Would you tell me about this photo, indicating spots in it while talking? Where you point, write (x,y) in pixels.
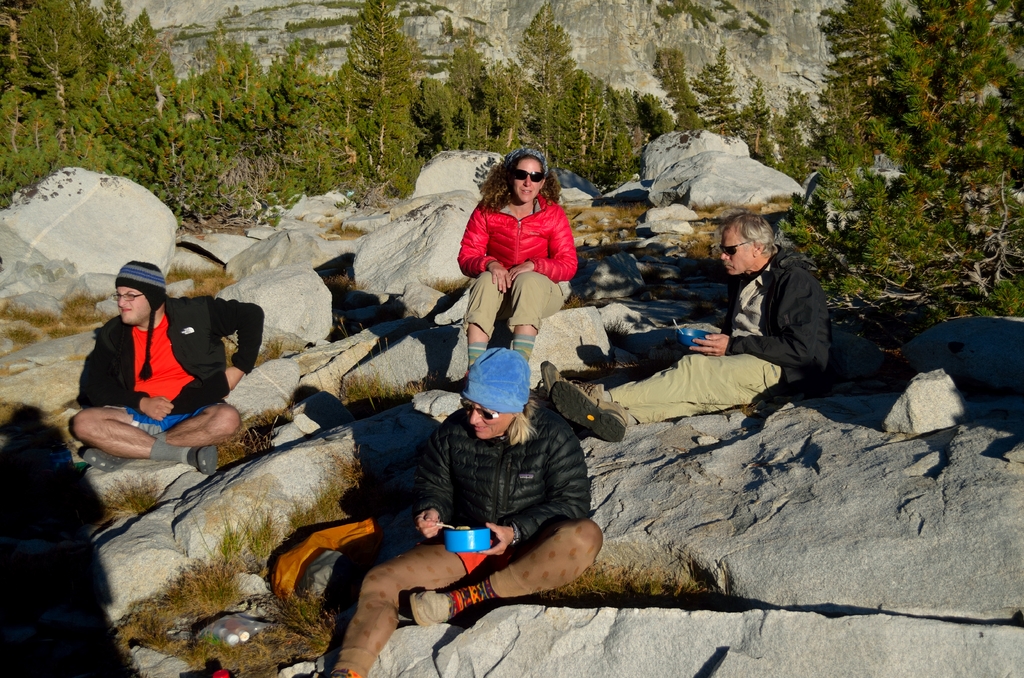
In this picture we can see four persons (524,255) sitting, a person (506,549) in the front (515,562) is holding a spoon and a box (452,534), at the bottom (758,565) there are some rocks (754,583), we can see trees (888,92) in the background (74,156), there is some grass (261,545) at the bottom (270,525).
